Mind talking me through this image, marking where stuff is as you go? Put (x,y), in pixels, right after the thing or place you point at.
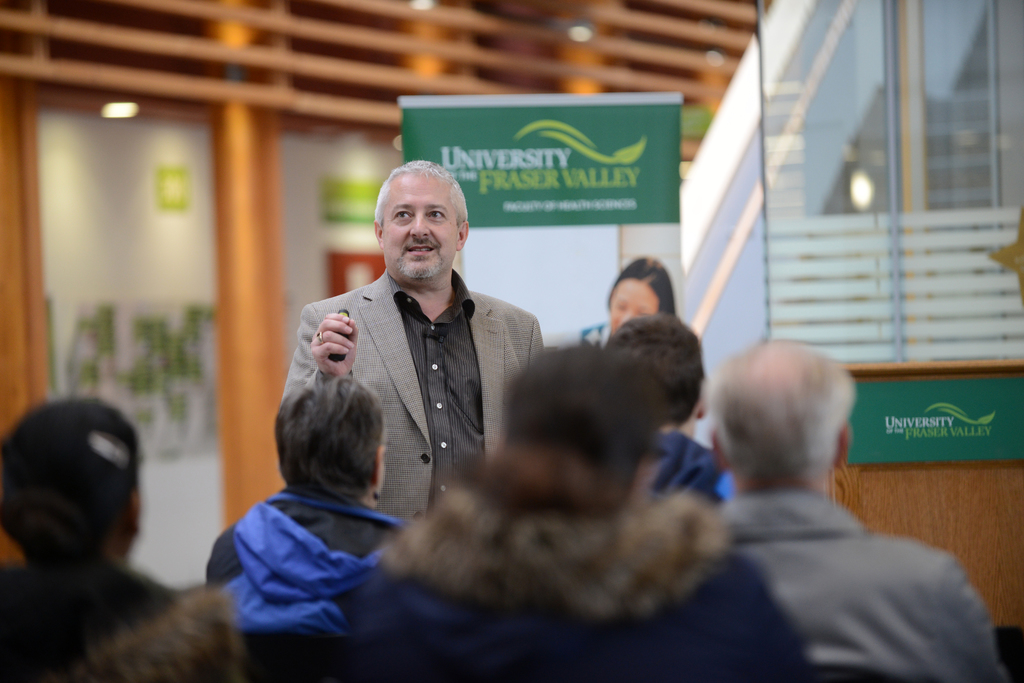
In this picture few people (557,366) sitting and there is a man (404,216) standing and holding an object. In the background of the image (592,197) it is blurry and we can see banner (589,185), board (916,422), glass (982,101) and lights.
